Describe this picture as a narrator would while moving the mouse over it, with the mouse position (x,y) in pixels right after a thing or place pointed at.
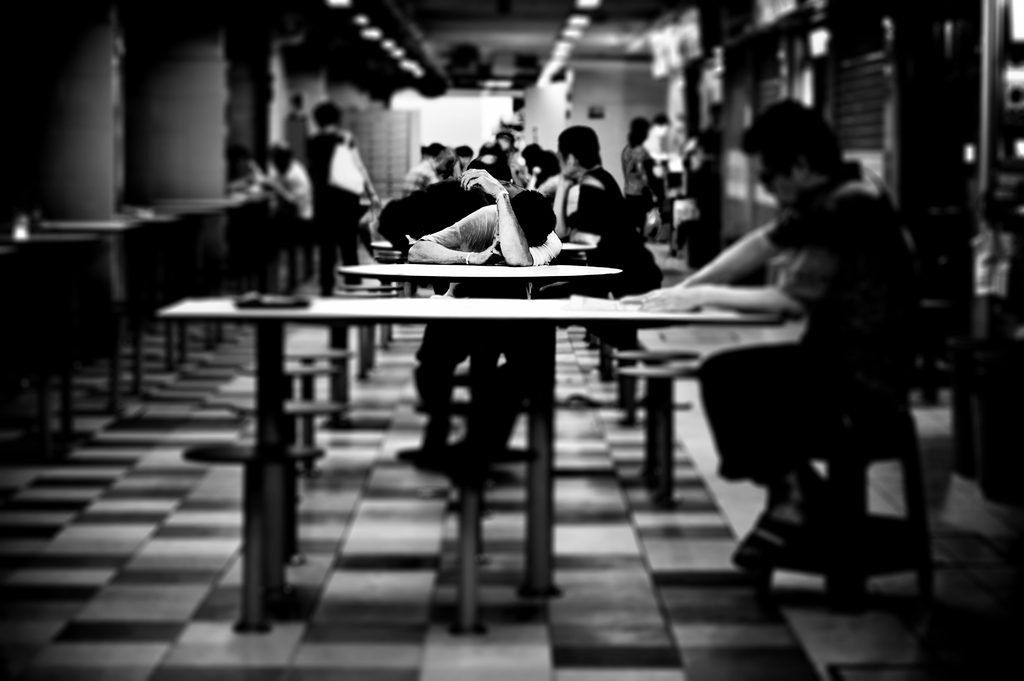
As we can see in the image there is a wall (106,105), few people (497,155) standing and sitting on chairs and there is a table (467,302) over here.
